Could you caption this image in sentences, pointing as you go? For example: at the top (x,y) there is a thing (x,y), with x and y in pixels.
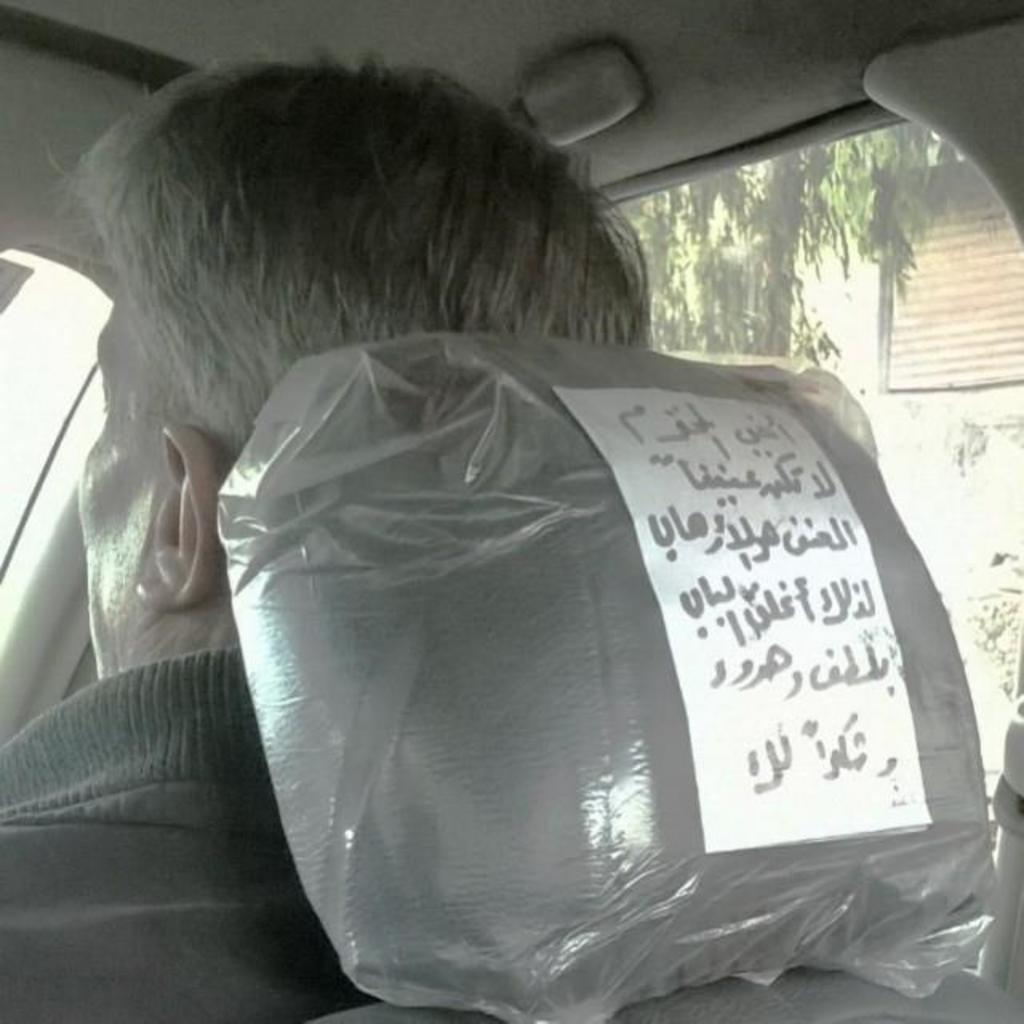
This picture seems to be clicked inside the vehicle (975,132). On the right (703,455) we can see the text (739,485) on the paper (744,677) attached to the seat (327,782) and we can see a person (204,759) sitting. In the background (1021,366) we can see the tree (799,228) and the wall (914,470) of the building (954,355) and some other objects (945,338).
